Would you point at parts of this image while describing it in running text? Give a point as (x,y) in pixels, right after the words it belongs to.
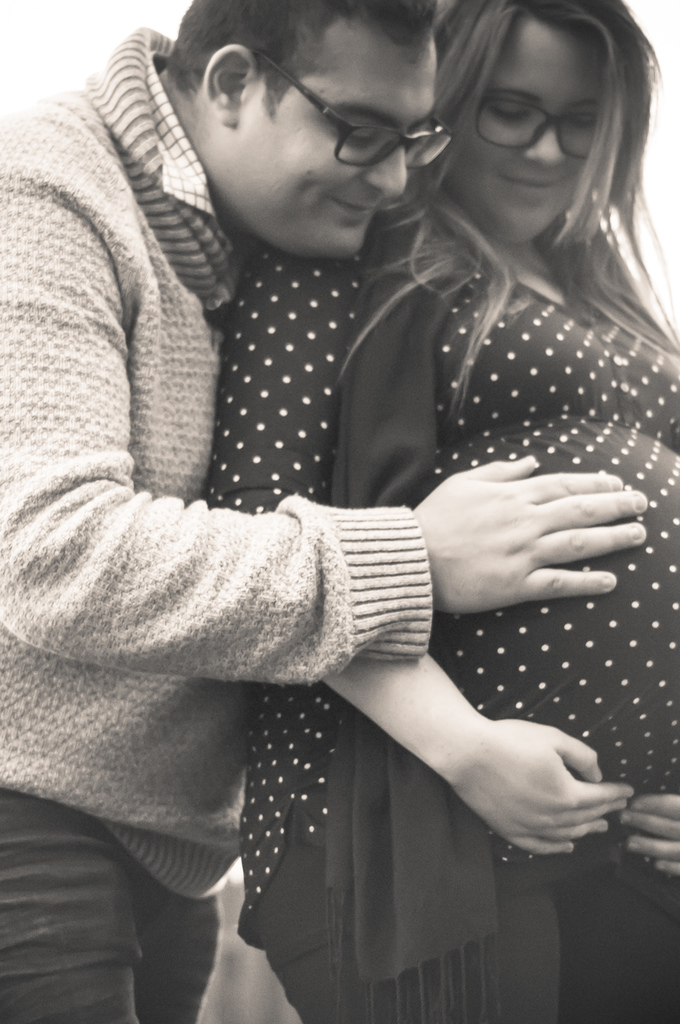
In this image I can see two persons (302,357) standing, the person (133,450) at left (133,450) wearing jacket (88,486) and the image is in black and white.
